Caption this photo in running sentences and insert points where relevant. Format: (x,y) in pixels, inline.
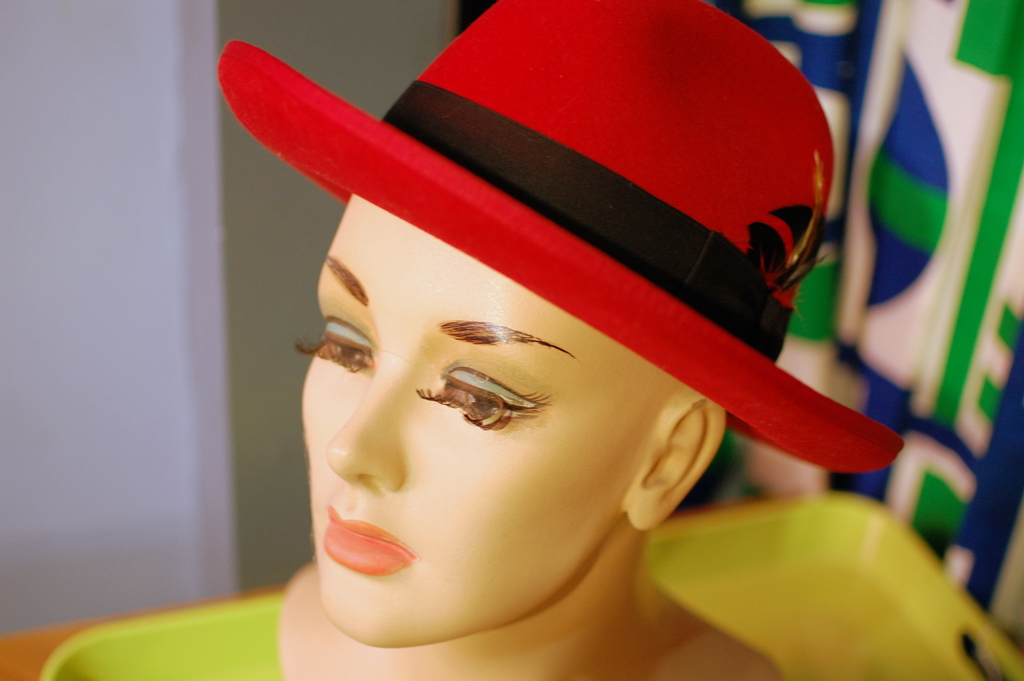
In the foreground of this image (646,645), there is a mannequin (357,285) with a hat (608,176). In the background (935,439), it seems like a tray (847,575) and the remaining objects (958,388) are not clear.
